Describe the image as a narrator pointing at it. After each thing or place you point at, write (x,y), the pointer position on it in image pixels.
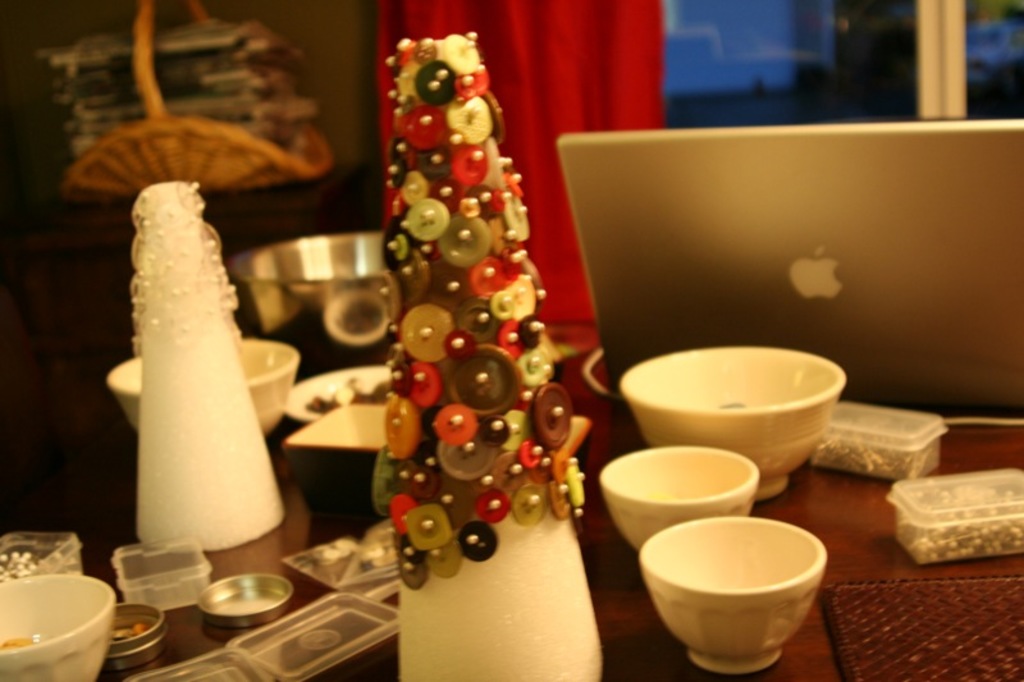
This image is taken inside a room (847,323), in this image there is a table (817,608) and on top of it there is a box (960,514), bowl (787,432), plate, cup (54,610), sponge (490,594) and there are few buttons (485,210) on it, laptop (788,316) are there on it. In the left side of the image (33,241) there is a cupboard (42,297) and top of it there is a basket (170,114) with few papers (216,81) in it. In the background (548,49) there is a wall (346,44), window (740,84) and curtain (578,73).
